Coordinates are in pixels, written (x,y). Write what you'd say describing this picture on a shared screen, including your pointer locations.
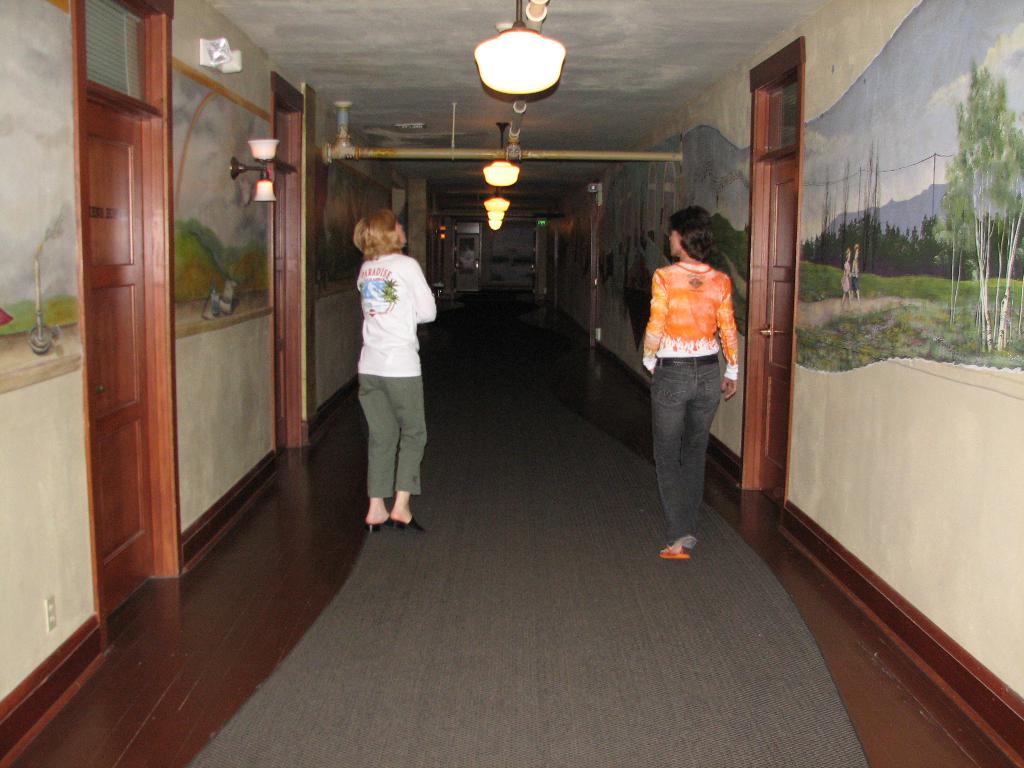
In this image, on the right side (731,352), we can see a woman (711,342) walking on the mat (687,617). On the left side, we can also see another woman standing on the mat (412,704). On the right side (760,428) and left side (99,340), we can see some doors (292,364) which are closed and paintings (24,331) on the wall (987,525). At the top (626,29), we can see a roof (566,97) with few lights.
